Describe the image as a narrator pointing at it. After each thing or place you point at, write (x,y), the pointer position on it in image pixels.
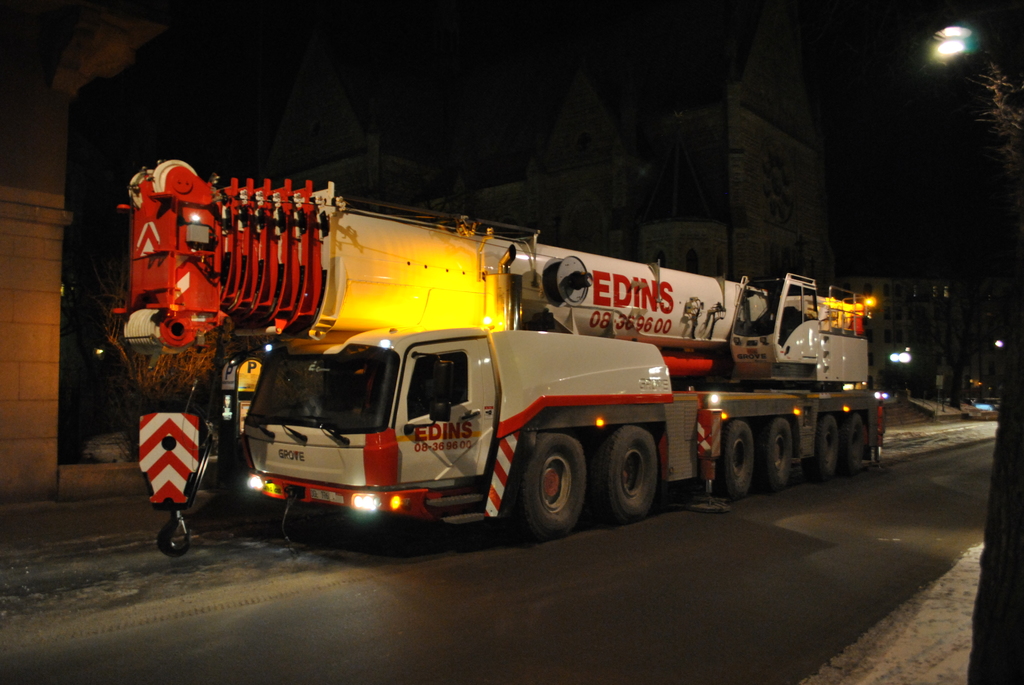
In this picture there is vehicle (755,322) on the road (826,560). At the back (914,314) there are buildings (606,165), trees (997,448) and there are street lights (941,35) on the footpath (947,683). At the top (867,55) there is sky (891,35). At the bottom (770,605) there is a road (726,582).
